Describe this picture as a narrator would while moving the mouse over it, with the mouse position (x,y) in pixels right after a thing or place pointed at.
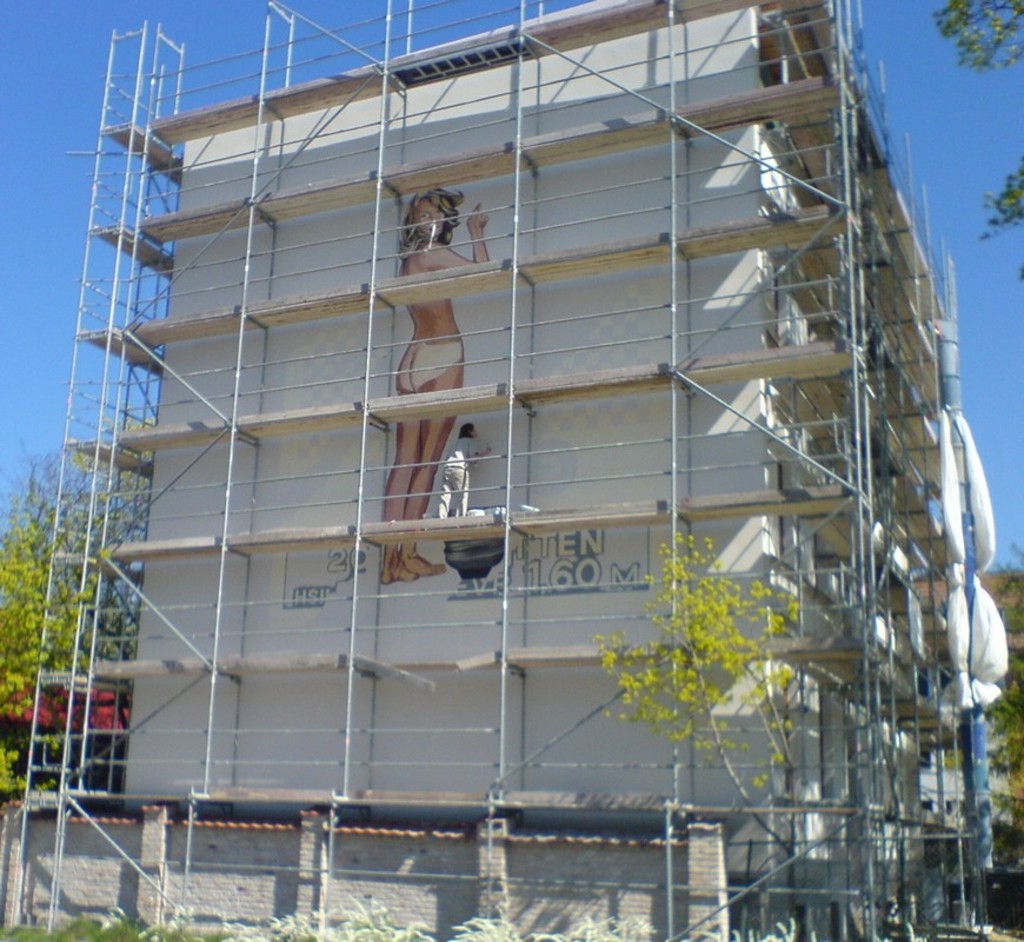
In the picture we can see a white color building (717,793) and a painting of a nude woman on it and we can see a man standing near the railing (433,793) and painting it and beside the building (685,332) we can see some tree (1016,672) and in the background (43,80) we can see the sky (897,91).
